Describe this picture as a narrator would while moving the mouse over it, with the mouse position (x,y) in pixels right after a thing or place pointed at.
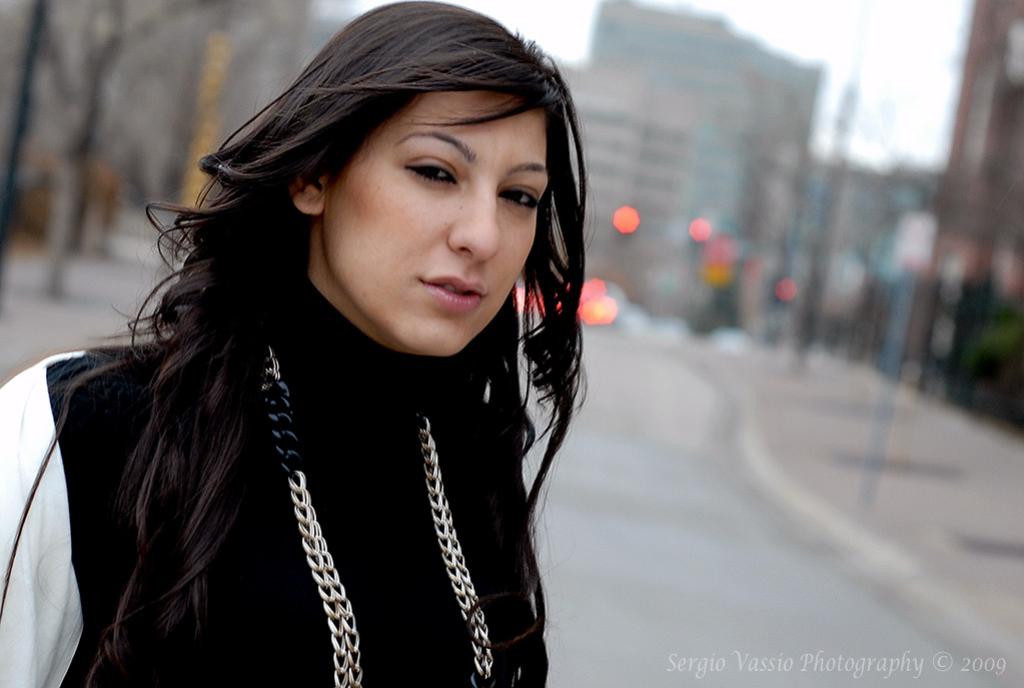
This woman (441,350) is highlighted in this picture. She wore chain (456,558) and black t-shirt (267,550). Far there are number of buildings (660,241).
